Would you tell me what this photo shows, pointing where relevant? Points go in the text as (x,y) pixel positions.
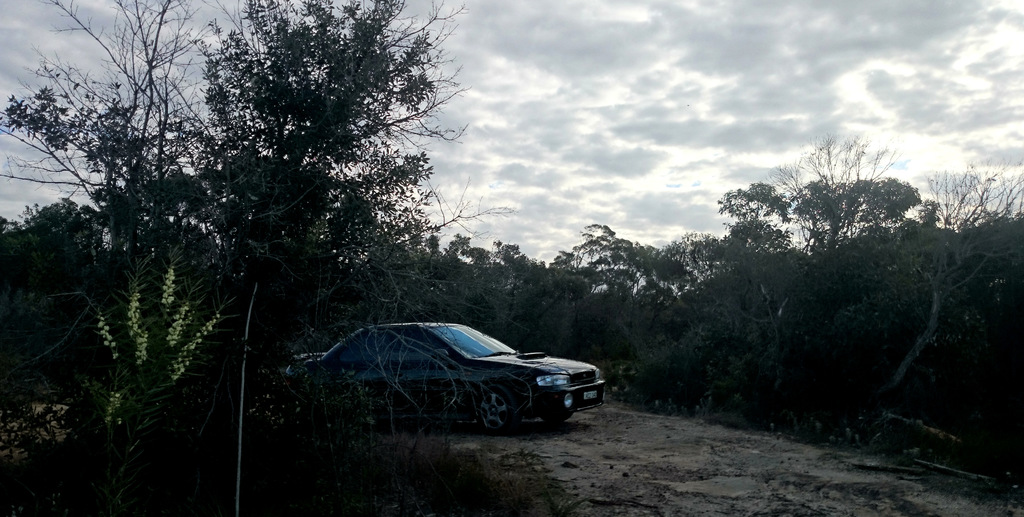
In this image, we can see a black car (517,391) on the road (633,447). Here there are so many plants (940,460), trees (700,369). Background (471,15) there is a cloudy sky (630,97).
